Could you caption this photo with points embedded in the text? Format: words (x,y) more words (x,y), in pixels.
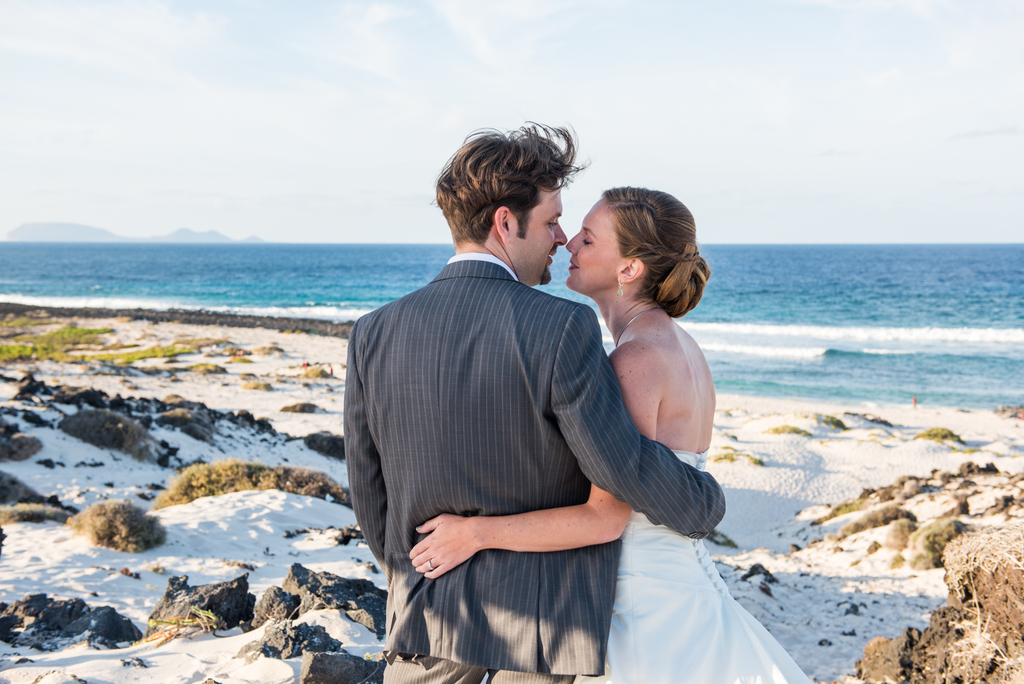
In this image, we can see a woman (640,533) in white dress (701,608) and man (533,389) in a suit (527,478) are hugging each other. Background (81,286) we can see the sea (971,331), stones (261,615), sand (147,574), grass (982,630). Top of the image (328,149), there is a sky (529,118).
